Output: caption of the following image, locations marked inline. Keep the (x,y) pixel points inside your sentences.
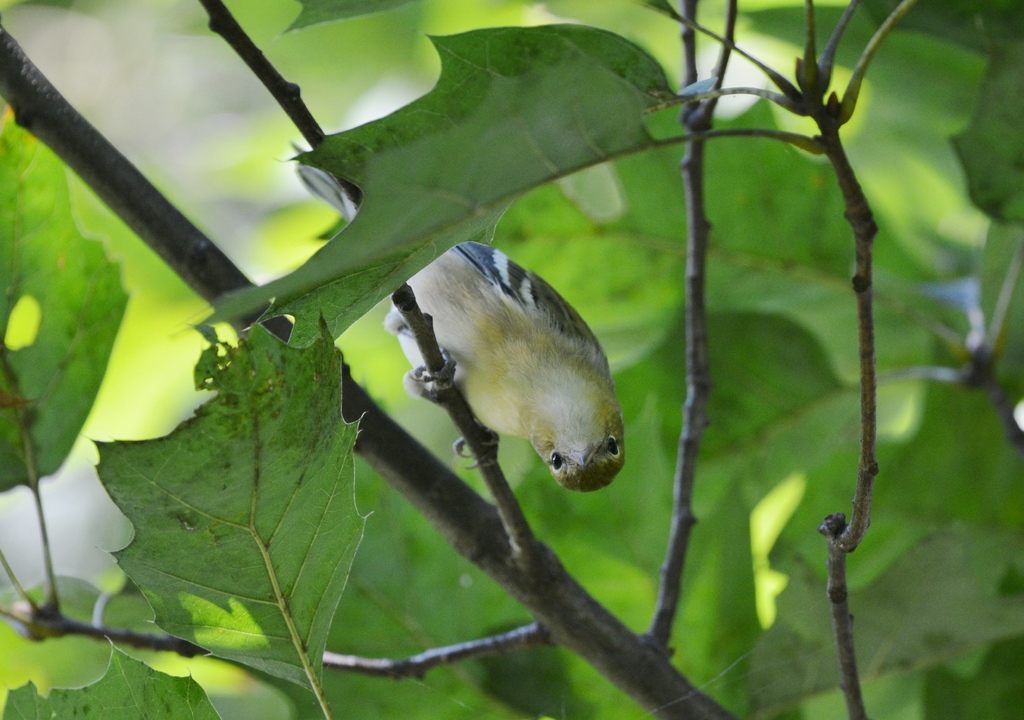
In this image I can see a branch (487,457) of a tree (482,593), green colour leaves (638,422) and here I can see a bird (429,309). I can also see this image is little bit blurry from background (957,462).
